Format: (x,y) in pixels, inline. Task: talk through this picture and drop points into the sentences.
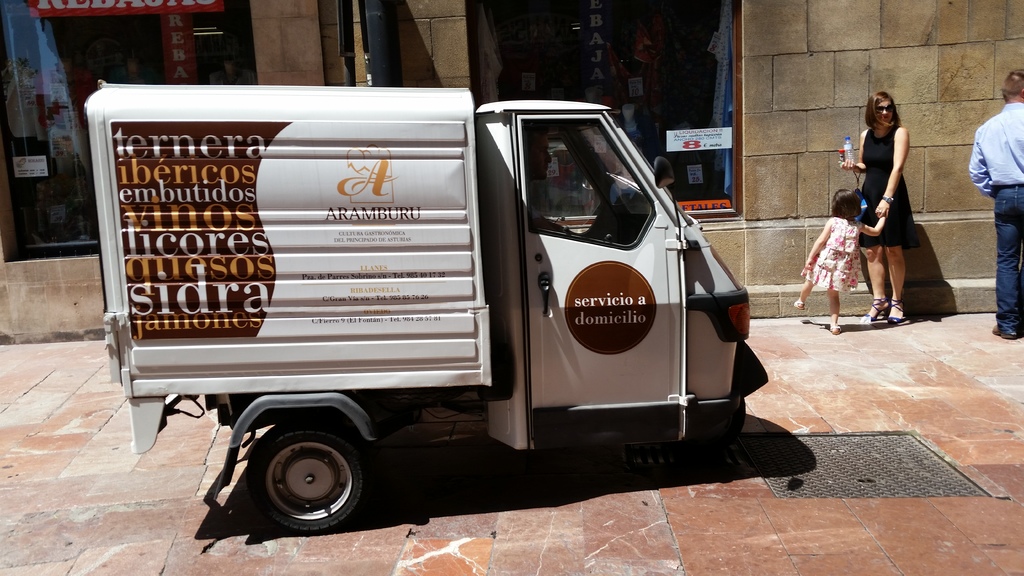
In the image there is a vehicle (388,179) and on the right side (838,202) there are three people (881,212) standing in front of a wall (816,148) and there are two windows (57,55) in between the wall (274,82).
